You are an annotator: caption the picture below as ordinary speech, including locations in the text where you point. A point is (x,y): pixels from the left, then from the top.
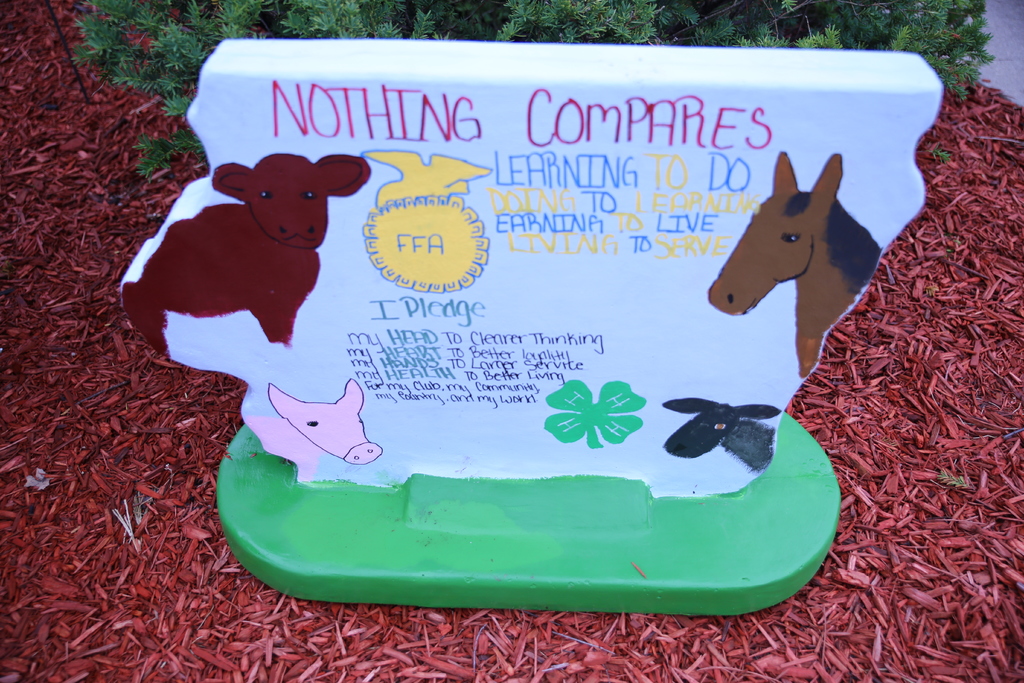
In this image we can see a white color object (413,475) on which we can see images (194,258) of animals (298,303) and some text (469,366) here which is placed on the ground (49,552). In the background (156,31), we can see the plants (398,30).
